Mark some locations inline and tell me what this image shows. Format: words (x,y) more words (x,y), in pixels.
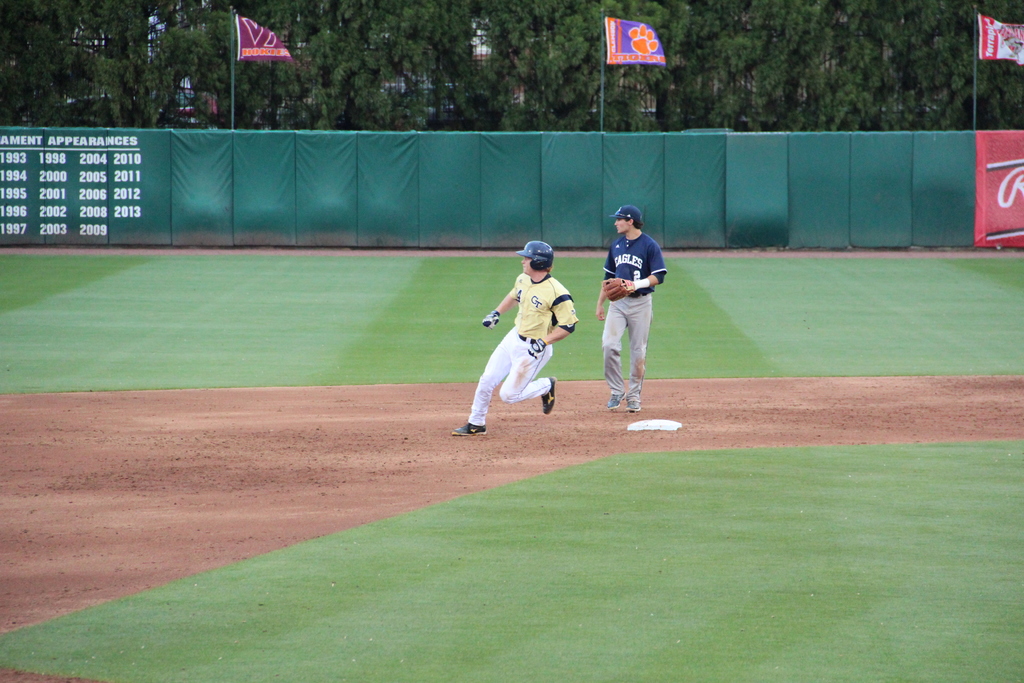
In this picture we can see two people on the ground (365,576) and in the background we can see flags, boards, trees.
